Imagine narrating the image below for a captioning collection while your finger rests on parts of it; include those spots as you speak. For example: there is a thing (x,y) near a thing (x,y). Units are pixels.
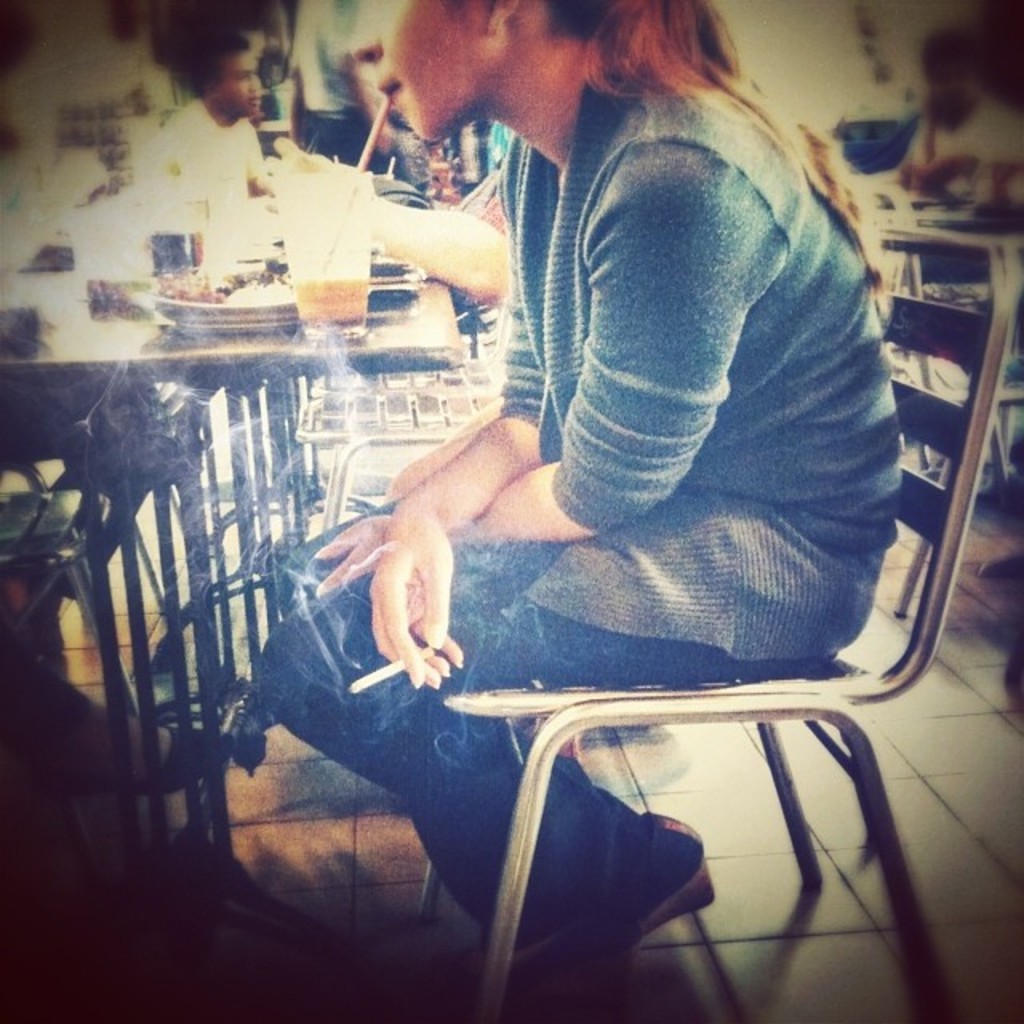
In this image I can see a girl (328,534) is sitting on a chair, I can also see she is holding a cigarette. In the background (199,174) I can see few more people (481,264). On this table (439,330) I can see a glass (353,317) and few more plates (377,299).
